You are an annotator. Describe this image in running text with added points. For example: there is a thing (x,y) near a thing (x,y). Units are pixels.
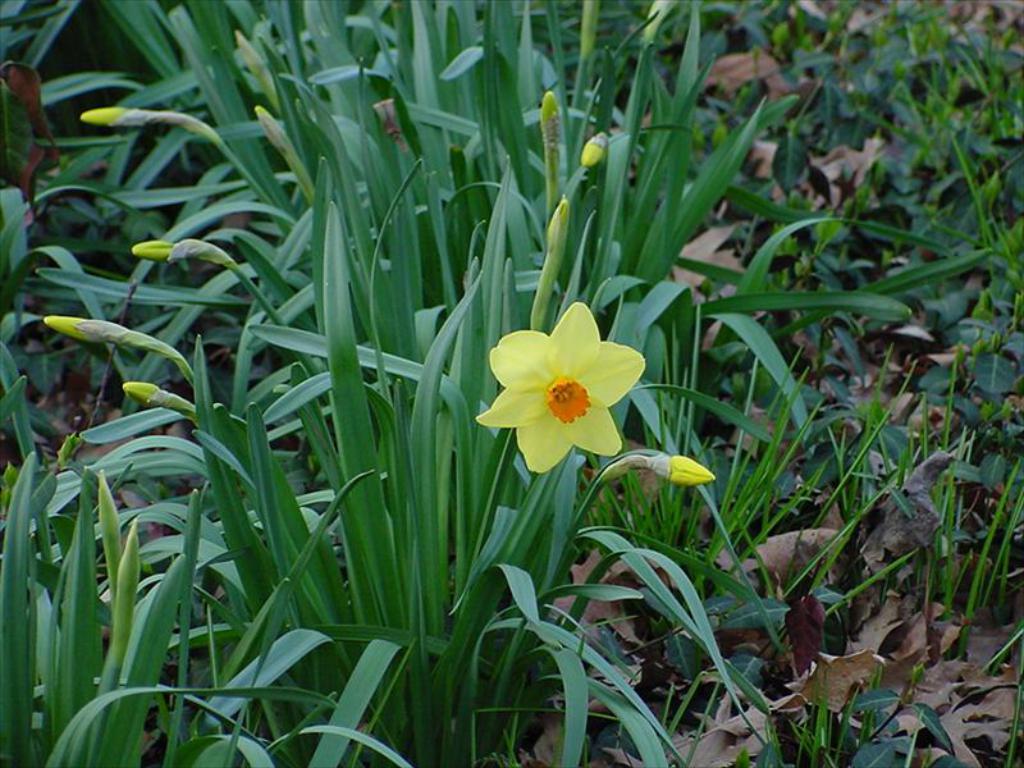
In this picture I can see there is grass (843,539) and there is a plant (397,490) here and there is a flower (544,423) here.
